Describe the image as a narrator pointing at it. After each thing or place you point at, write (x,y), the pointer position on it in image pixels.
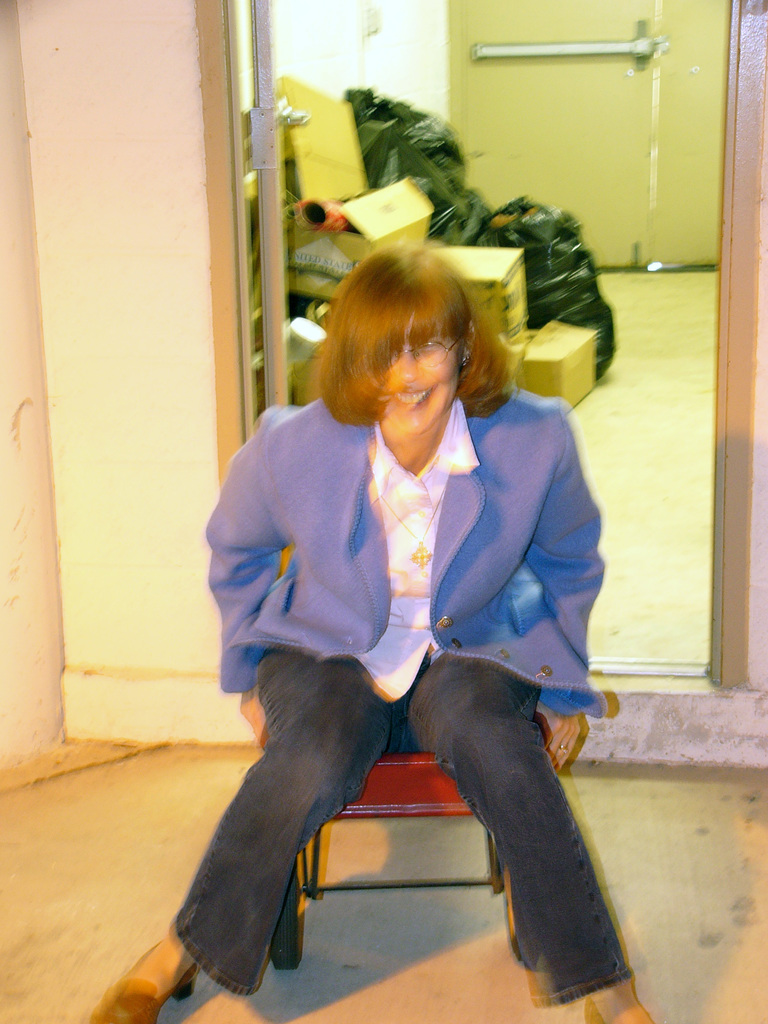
In this picture we can see a woman (418,588) sitting on a chair (495,862). There are few covers (475,202), boxes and a door (275,297) in the background (416,143).
